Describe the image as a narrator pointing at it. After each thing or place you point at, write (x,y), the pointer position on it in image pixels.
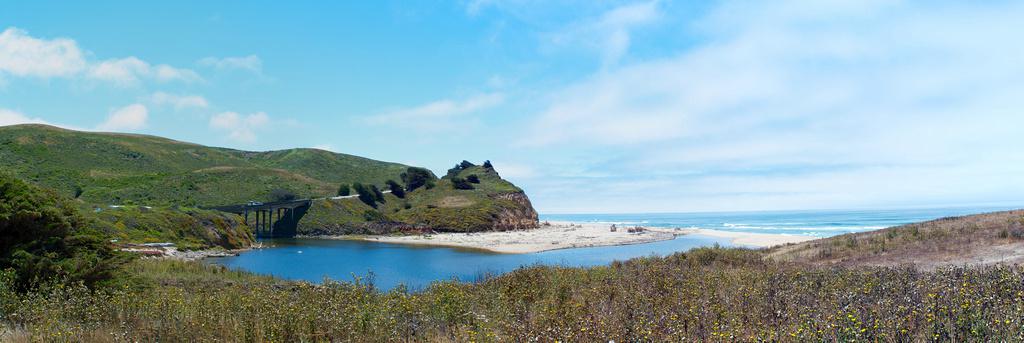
In this image, we can see plants (588,324), trees (411,179), hill (313,167), bridge (294,218), pillars (280,218), walkway (1023,258) and water (558,259). Background (780,166) there is the sky (387,115).
